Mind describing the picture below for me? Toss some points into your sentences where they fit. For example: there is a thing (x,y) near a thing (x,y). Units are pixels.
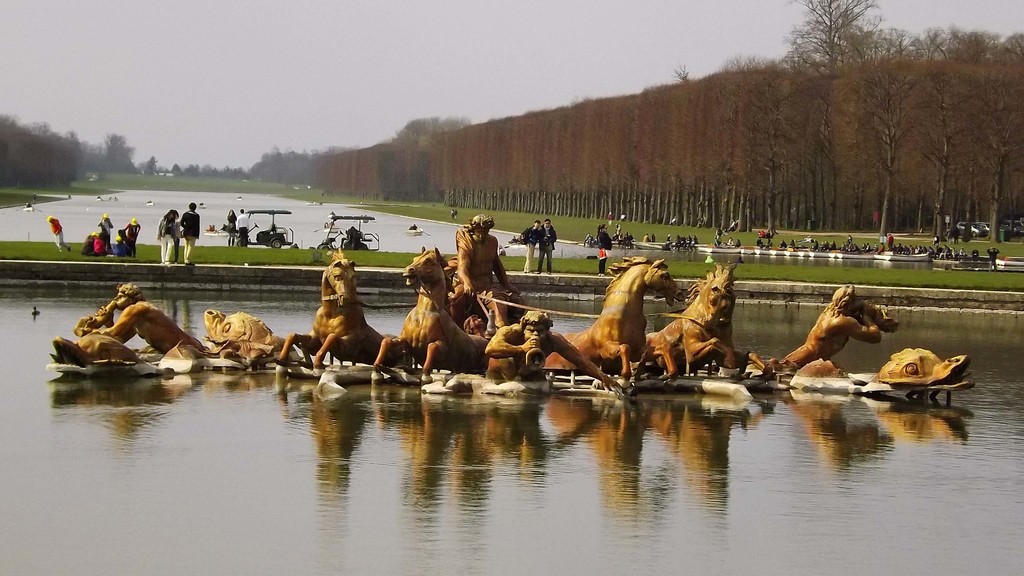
The picture is taken outside a city. In the foreground of the picture (364,481) there is water (127,449), in the water (980,460) there is a sculpture (520,318) of horses (435,298) and men (544,335). In the center of the picture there are people (185,231) standing, on the grass (289,257). In the background (471,178) there are trees (3,185), water (233,206), birds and few people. Sky (321,94) is little bit cloudy.
